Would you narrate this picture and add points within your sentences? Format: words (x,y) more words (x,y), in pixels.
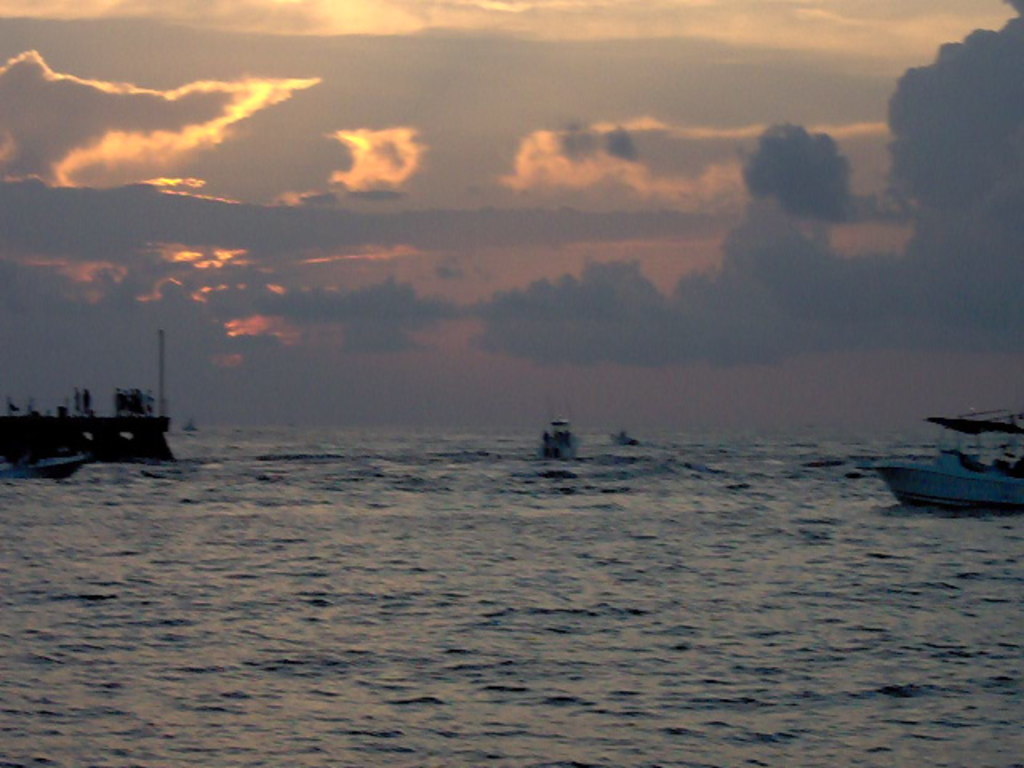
There are boats (946,490) on the water (906,449) of the ocean (906,449). In the background (982,140), there are clouds (982,140) in the sky (357,121).
